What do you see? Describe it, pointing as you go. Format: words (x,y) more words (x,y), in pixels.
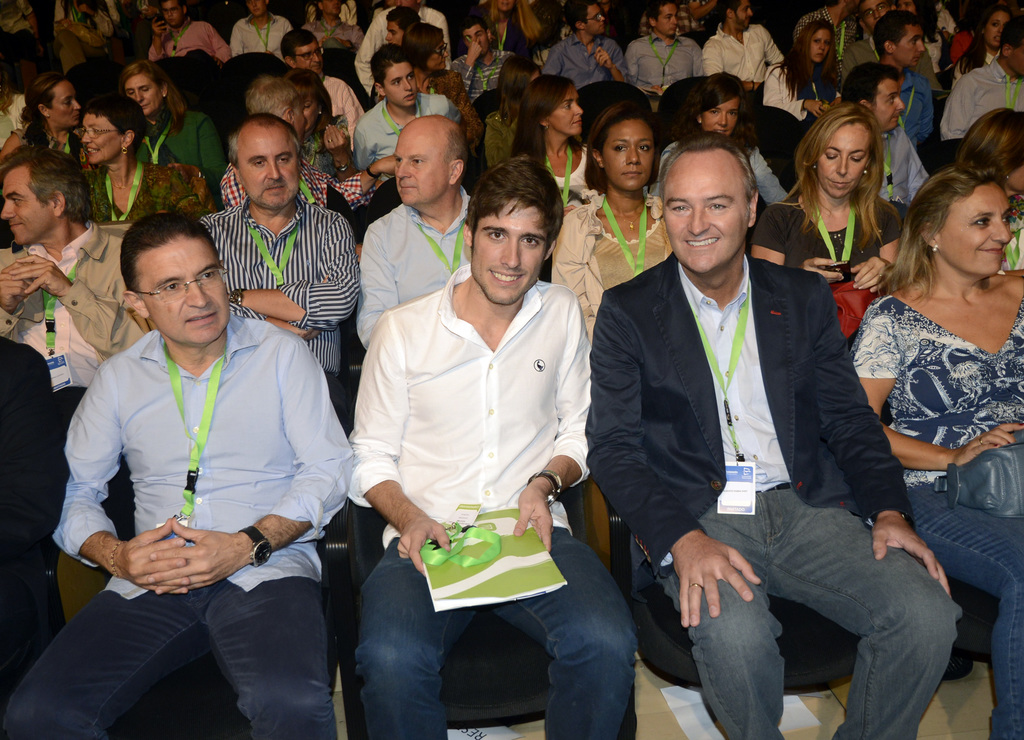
In this image, we can see people (886,226) wearing clothes (284,251) and sitting on chairs (822,616). There is a person (443,362) in the middle of the image (392,415) holding a book (538,575) with his hands (431,519).
